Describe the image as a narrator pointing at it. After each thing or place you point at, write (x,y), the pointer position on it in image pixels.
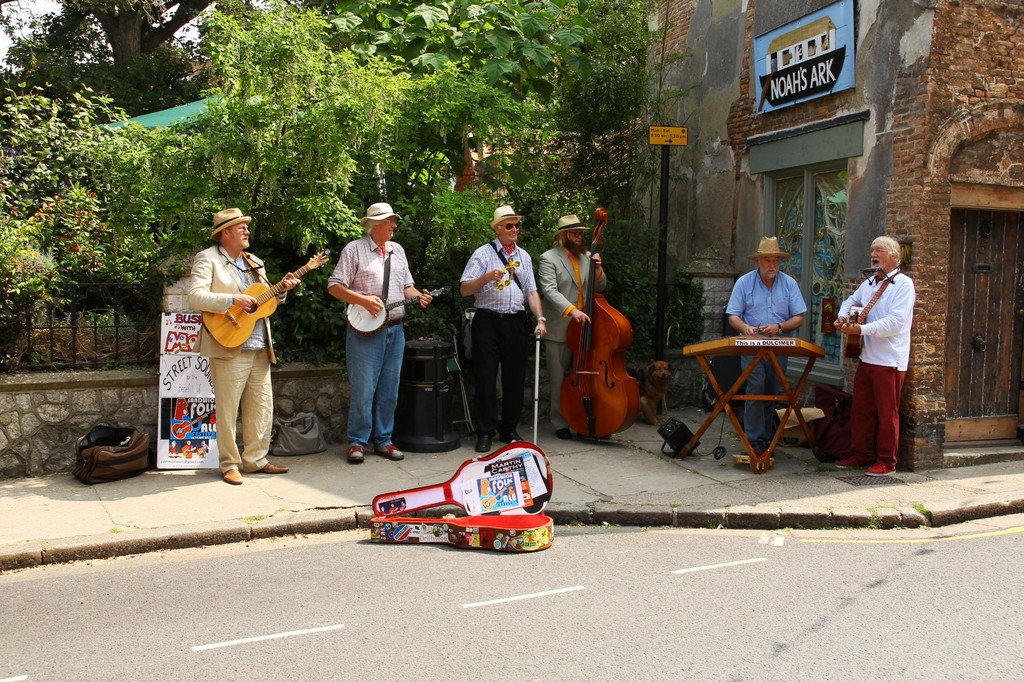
This image is clicked outside. there are trees (490,138) on the top (538,69), there is a building (929,171) on the right (912,160) and on that building (916,164) there is a Board (804,76) called noah's ark and there is a wooden door (972,294) on the right side (958,344) and this looks like something musical concert. on the right side (903,308) a man (896,320) with white shirt (908,310) and red pant (885,372) is playing guitar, beside him there is a man (756,384) with blue shirt (745,307) he is playing dulcimer (775,342) he also has a hat (758,257) on his head (775,261) and there is a dog (645,398) in the middle of the image (666,363) behind the dog (648,386) there is a pole (659,317), beside the dog (661,382) there is a man (561,361) who is holding a musical instrument (608,318) with the hat (584,228) on his head (584,241) he is wearing blazer (562,313), a man (525,337) with white shirt (487,248) and black pant (508,397) with spectacles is wearing a hat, he is holding a stick (536,349) and beside him there is a man (376,375) who is playing banjo (389,307) he also has a hat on his head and on the left side (232,292) there is a man (244,278) who is playing guitar (227,326) is also having hat (239,212) on his head (231,241). there is a bag (115,437) on the left side (113,475) they all are standing on the footpath (128,511).
